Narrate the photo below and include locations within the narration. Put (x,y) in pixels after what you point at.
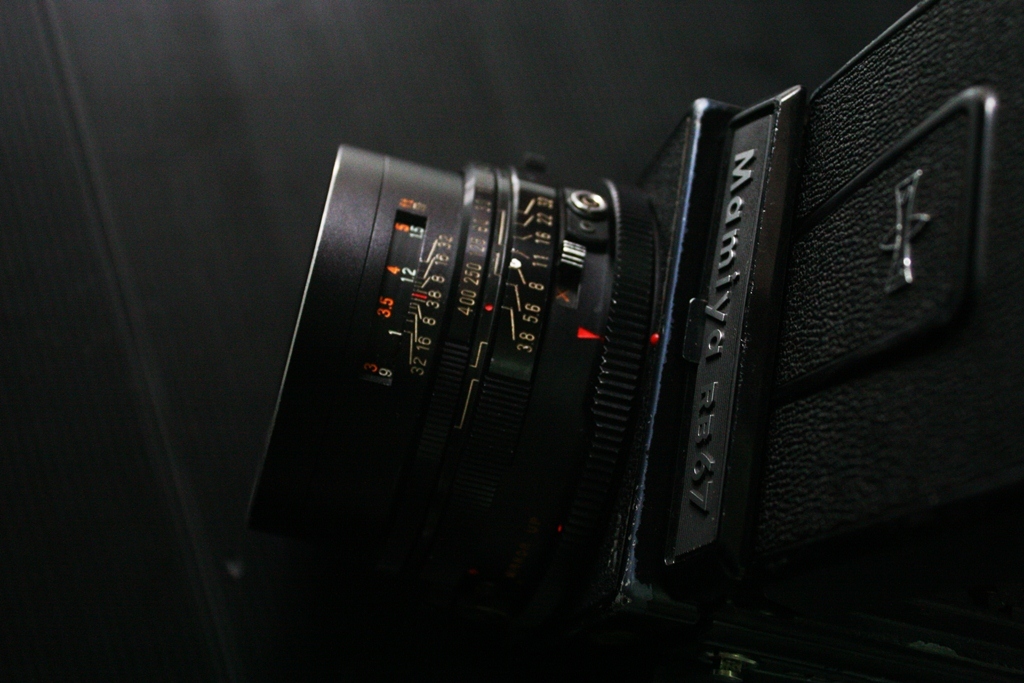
In the image there is a zoom in picture of the lens (546,374) of a camera (507,358).
